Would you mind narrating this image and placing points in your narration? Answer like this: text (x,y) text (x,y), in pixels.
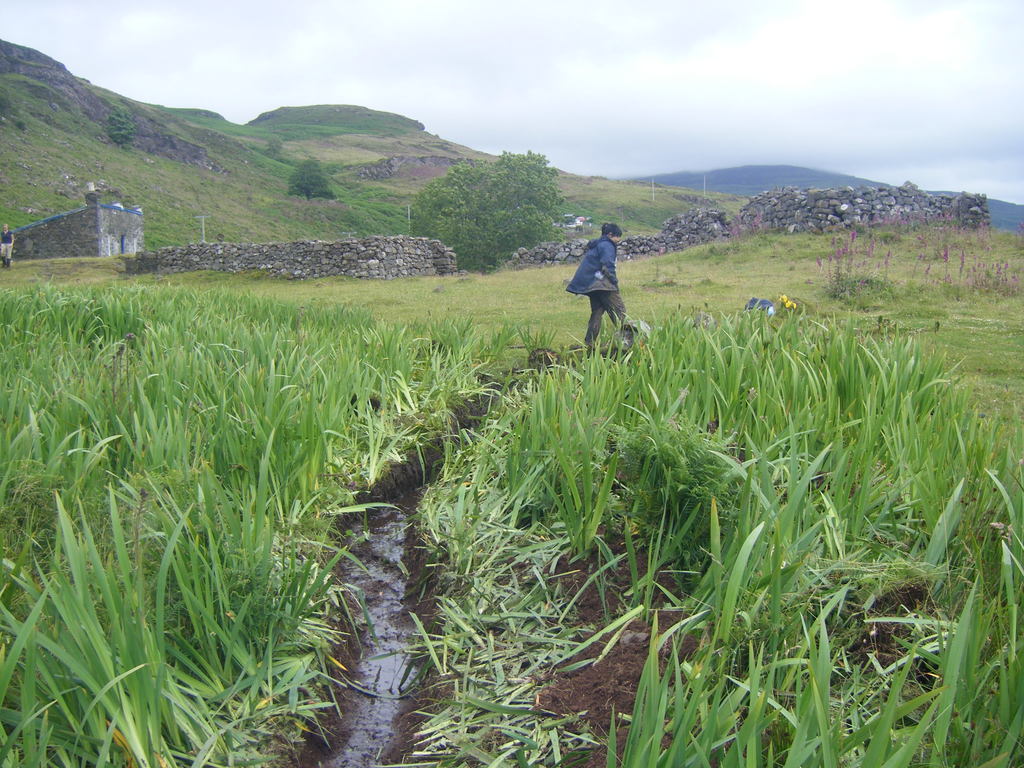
In this picture we can see a person (575,293) walking on the path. Some grass (321,537) is visible on the right (841,433) and left side (317,430). There is a path (328,753). We can see a house (133,230) and a human (4,234) on the left side (92,210). Sky (978,106) is cloudy.
